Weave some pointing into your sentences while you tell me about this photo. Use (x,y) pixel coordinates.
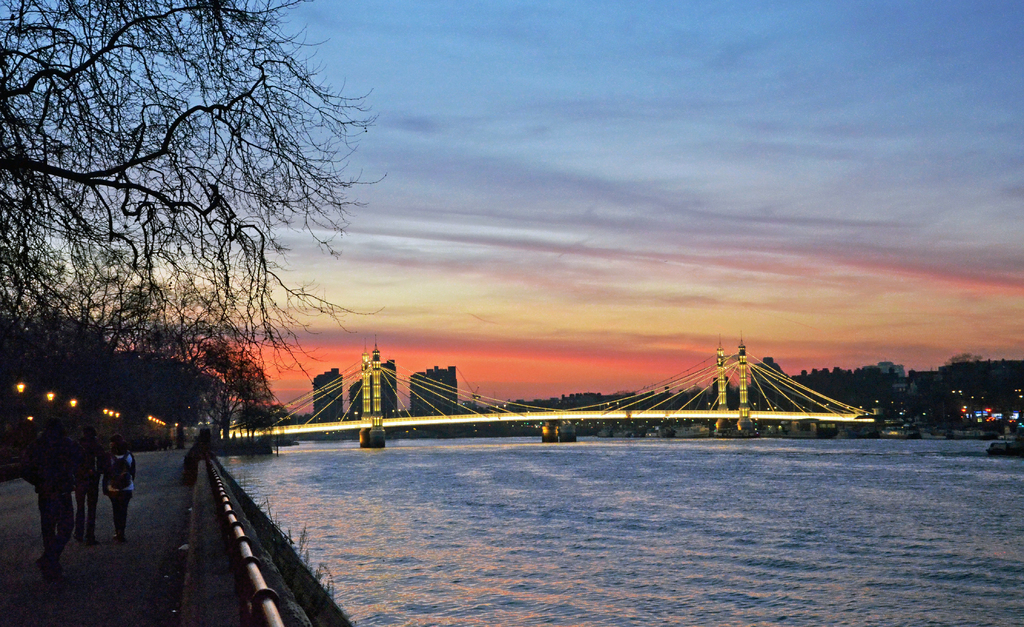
In this picture, we can see a few people (67,444), on the road (171,490), bridge (681,410) with lights (665,415), water (932,585), trees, buildings (948,384), and the sky (412,160) with clouds (452,177).
